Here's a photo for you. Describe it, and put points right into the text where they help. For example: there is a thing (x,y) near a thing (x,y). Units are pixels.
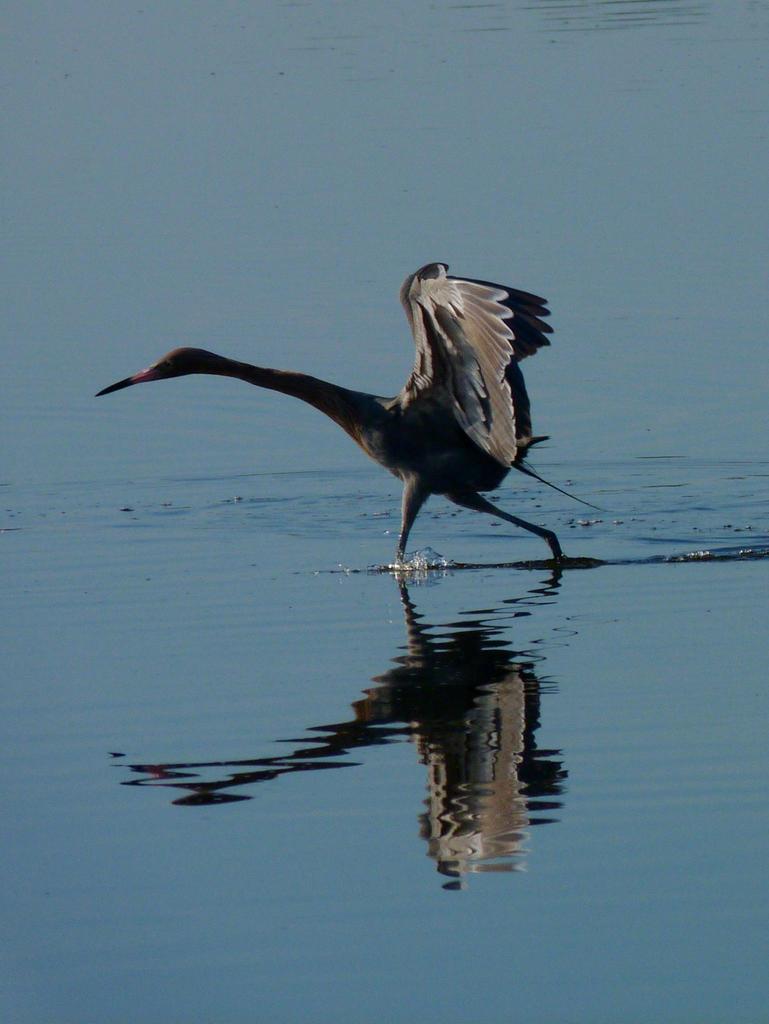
In the middle (414,350) I can see a bird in the water (384,584). This image is taken may be in the lake (547,457).
